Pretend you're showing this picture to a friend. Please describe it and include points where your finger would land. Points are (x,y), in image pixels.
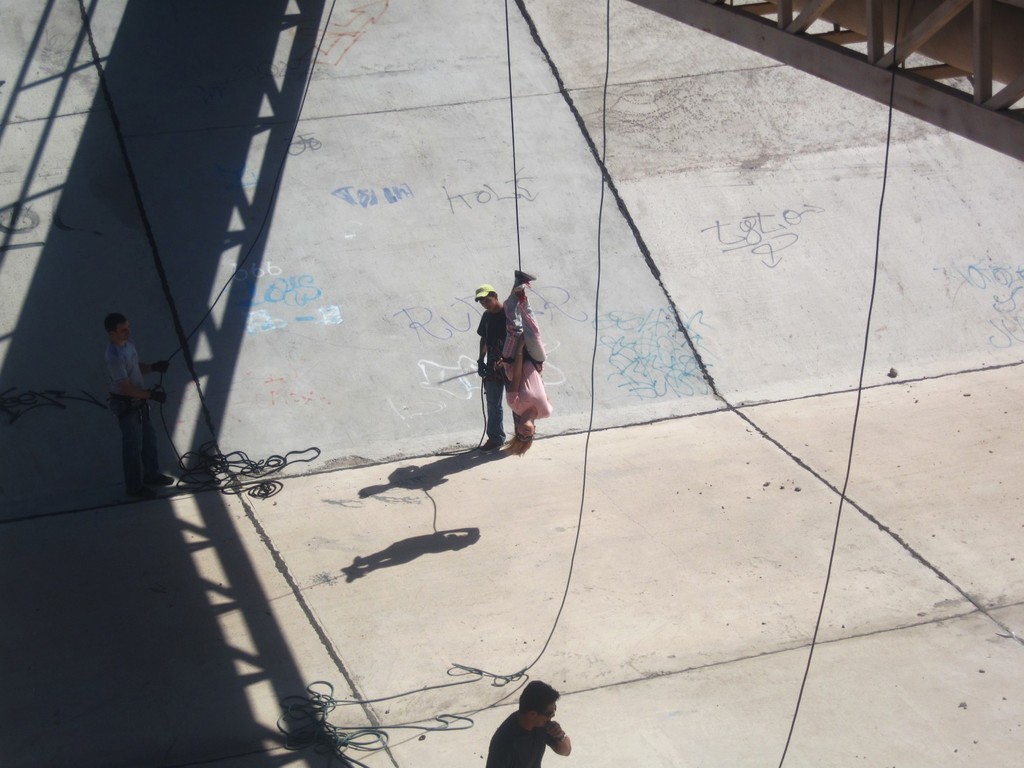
Here in this picture we can see a group of men (492,289) standing over a place (328,561) and we can see one person (525,308) hanging in the air with the help of rope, as we can see ropes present and hanging all over there and above them we can see a bridge (776,25) present, as we can see a shadow (170,236) of it on the ground (447,324).
